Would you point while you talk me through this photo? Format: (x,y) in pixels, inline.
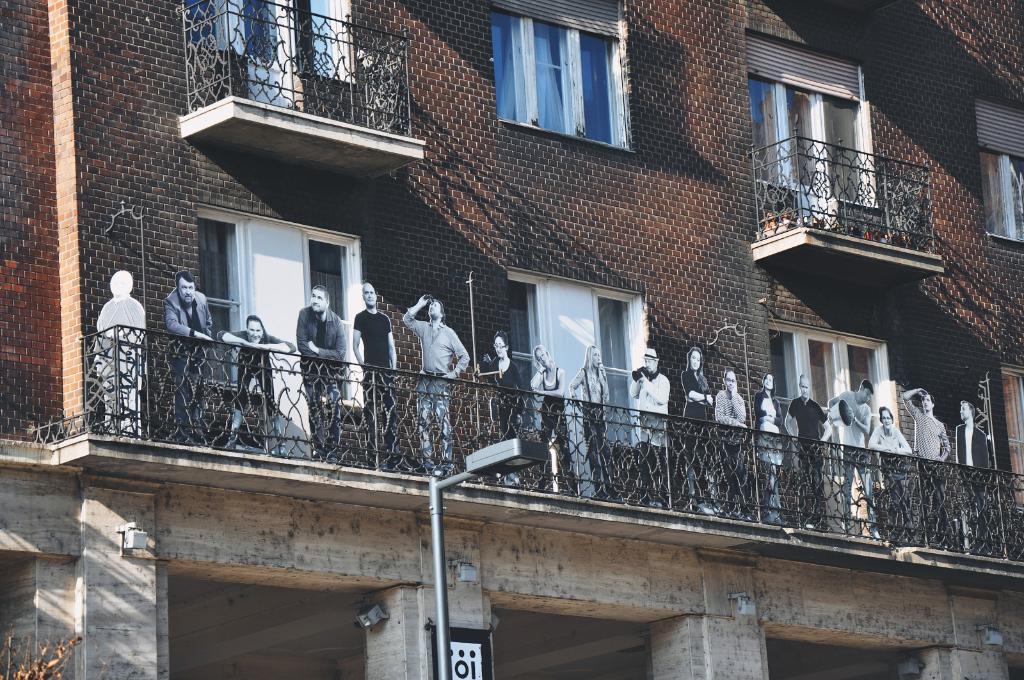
In the picture there is a building (869,285), on the building (869,285) there are cutouts (921,449) of people (440,358) present, there are many glass windows (201,279) present, there is a pole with the light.
